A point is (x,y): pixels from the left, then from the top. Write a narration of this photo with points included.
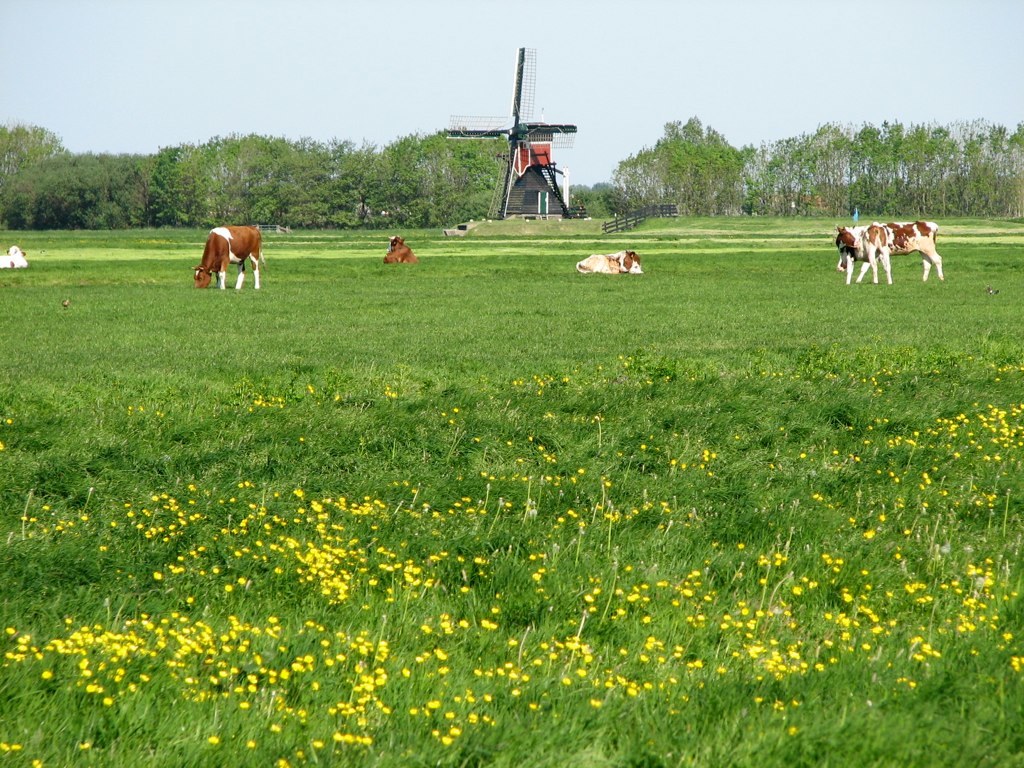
In this image we can see few animals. In the foreground (460,335) we can see a group of flowers (756,644), plants (308,540) and grass (657,365). In the background (782,170), we can see a group of trees (288,193) and a windmill (503,213). At the top (629,67) we can see the sky (691,43).
